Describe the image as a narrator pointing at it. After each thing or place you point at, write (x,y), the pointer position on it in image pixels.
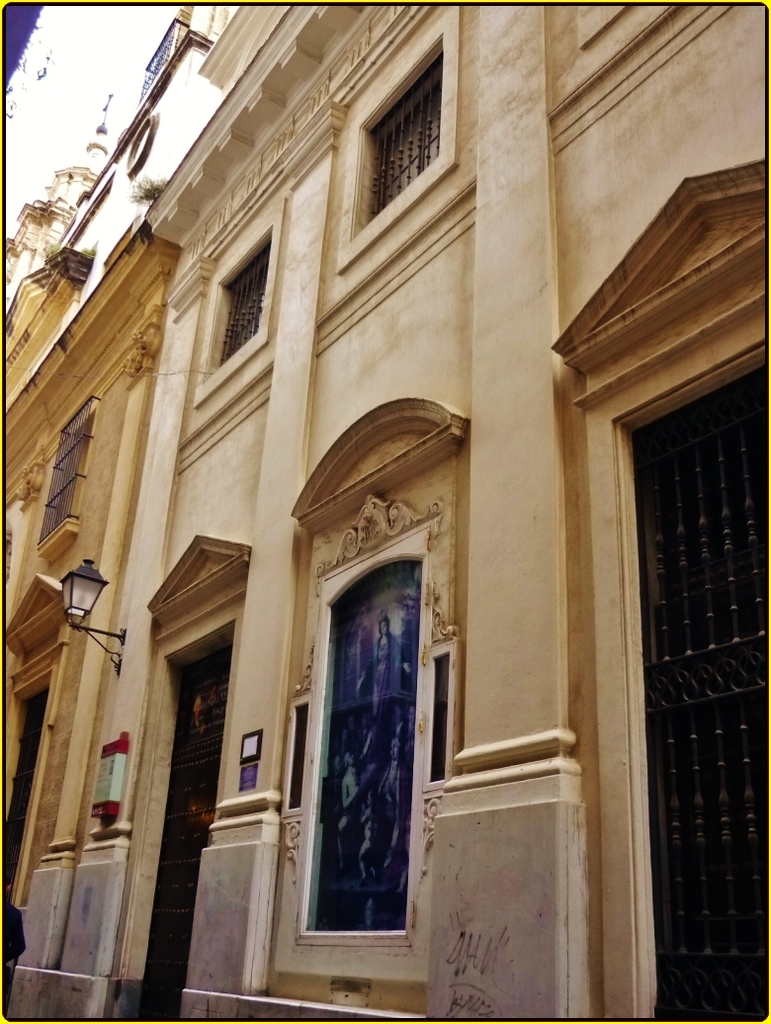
In this image there is a big building (526,690) with glass windows (394,774) and light (96,573) on the wall (61,403).
